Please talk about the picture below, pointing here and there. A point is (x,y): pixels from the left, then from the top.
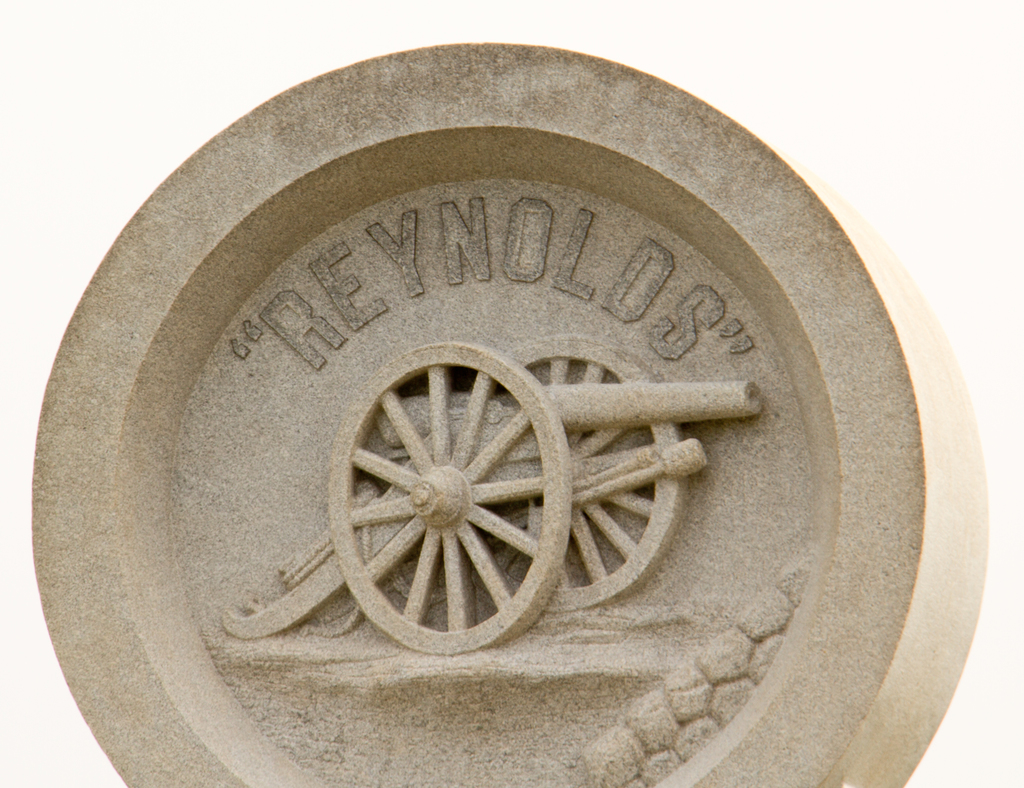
In the picture I can see a round shaped object (485,512) which has something written on it. The background of the image (19,376) is white in color.
